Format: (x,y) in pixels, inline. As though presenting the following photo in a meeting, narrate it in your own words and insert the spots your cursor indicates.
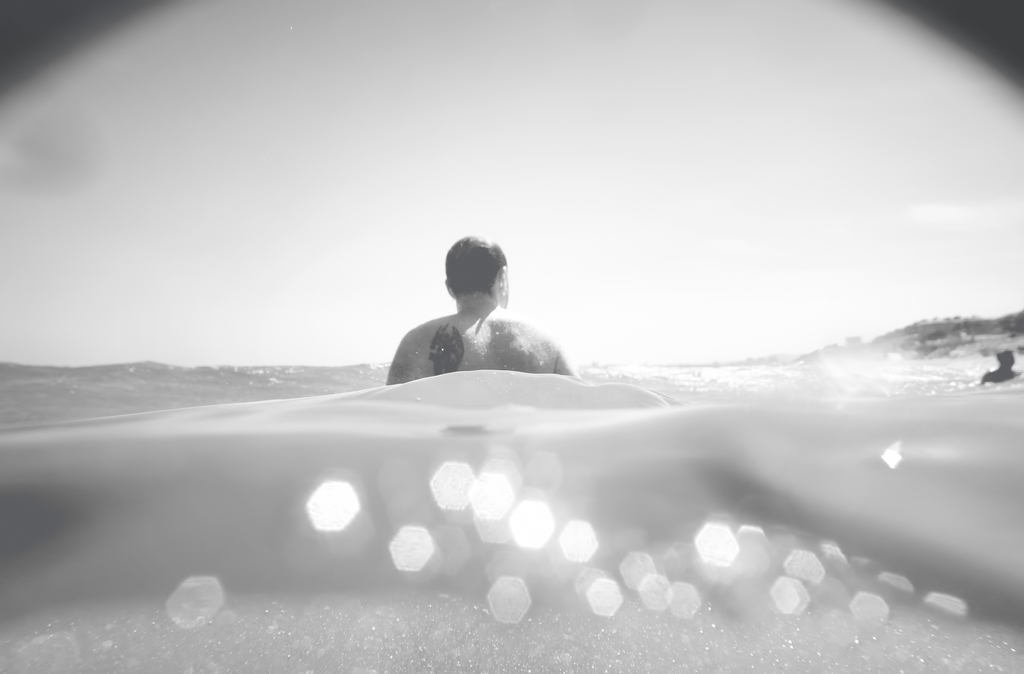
In this picture there are persons (415,362) in the water (439,380).
